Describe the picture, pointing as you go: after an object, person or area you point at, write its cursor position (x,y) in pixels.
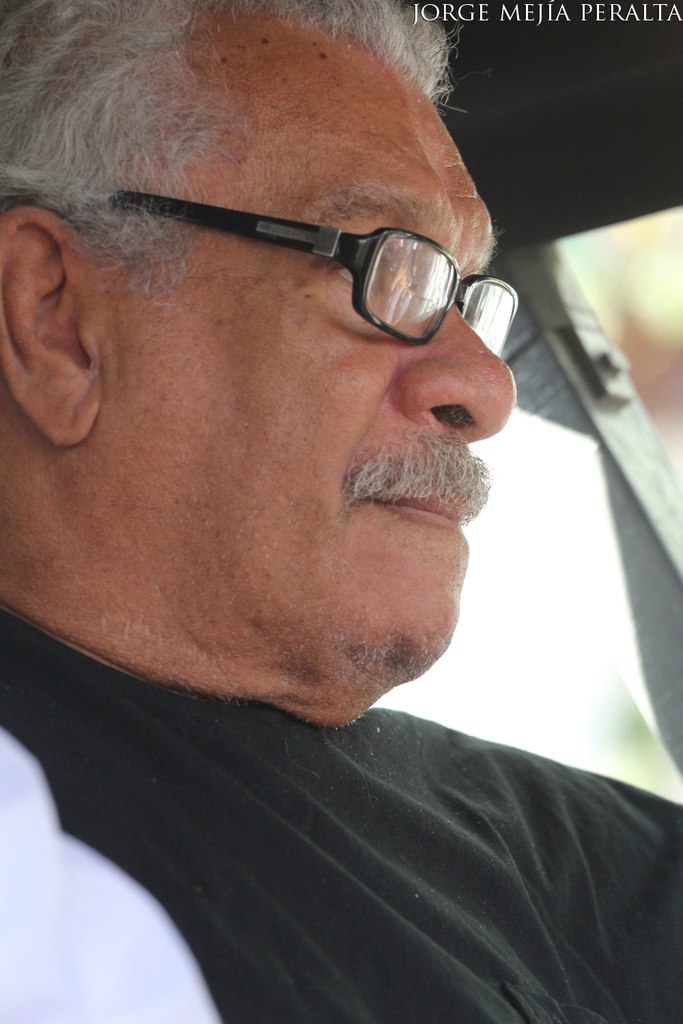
In this image, we can see a person (424,592) wearing clothes (181,890) and spectacles (381,260).
